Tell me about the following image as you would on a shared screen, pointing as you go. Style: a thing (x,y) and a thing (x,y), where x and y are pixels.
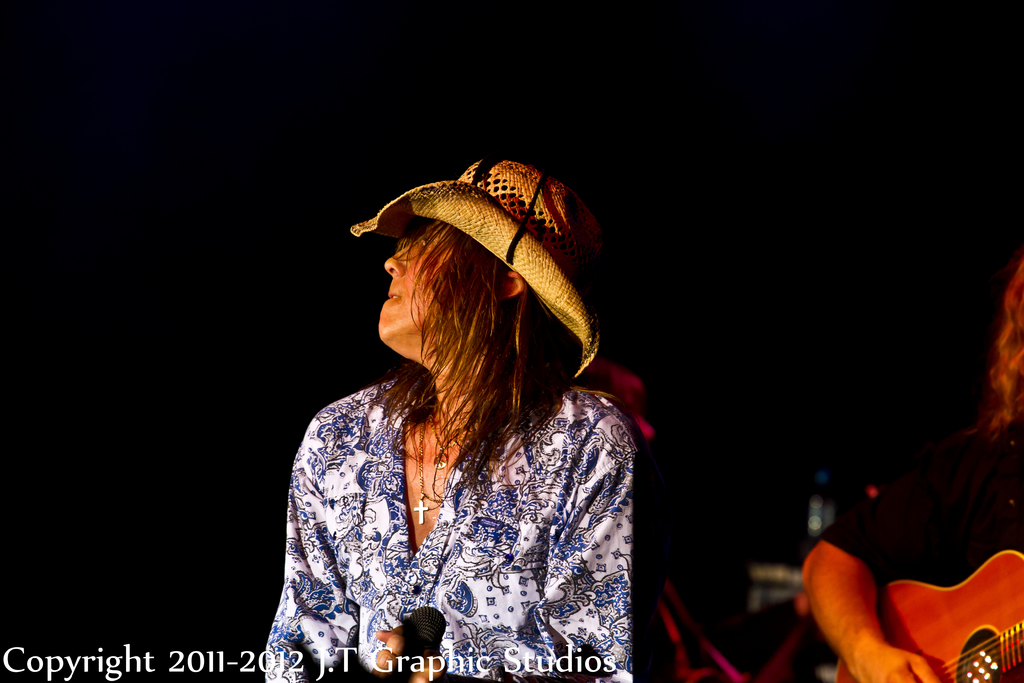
As we can see in the image there are two people (814,560). the women (441,509) who is sitting over here is wearing violet and white color dress (485,590) and brown color hat (525,230). The person (944,448) on the right side (1006,521) is holding a guitar (959,618).
